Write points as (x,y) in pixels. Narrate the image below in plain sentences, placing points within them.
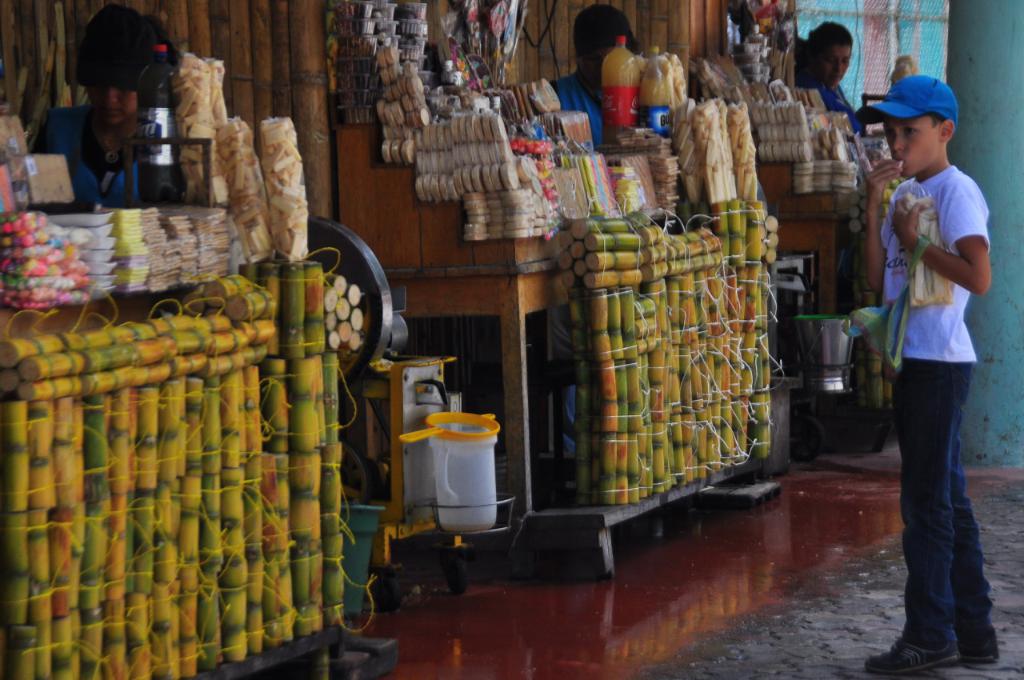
In this picture we can see a few people (948,249). We can see a boy (873,203) wearing a cap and holding objects (934,230) in his hands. There is a jug (444,454), bucket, bottles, some food items (95,361) and other objects (694,329).
